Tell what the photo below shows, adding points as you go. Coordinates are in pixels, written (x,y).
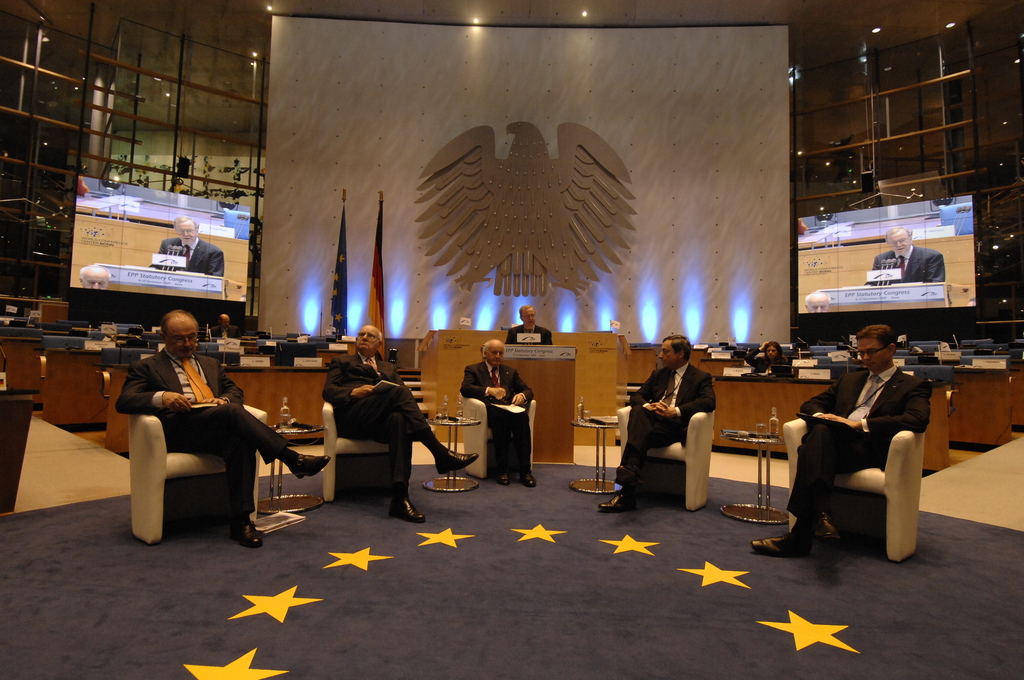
The photo is taken inside a conference hall (340,505). There are many people (875,423) sitting on chairs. At the back (541,385) here a person (539,332) is standing near a podium (543,384). There are two screen (853,292) in the both side of the image. In the background (64,347) there are desk (307,384) and chairs (74,339). In the back (330,251) there is a logo (479,236) and flags (372,251) on a big screen (667,155). The wall (54,93) is made up of glass (29,197).
